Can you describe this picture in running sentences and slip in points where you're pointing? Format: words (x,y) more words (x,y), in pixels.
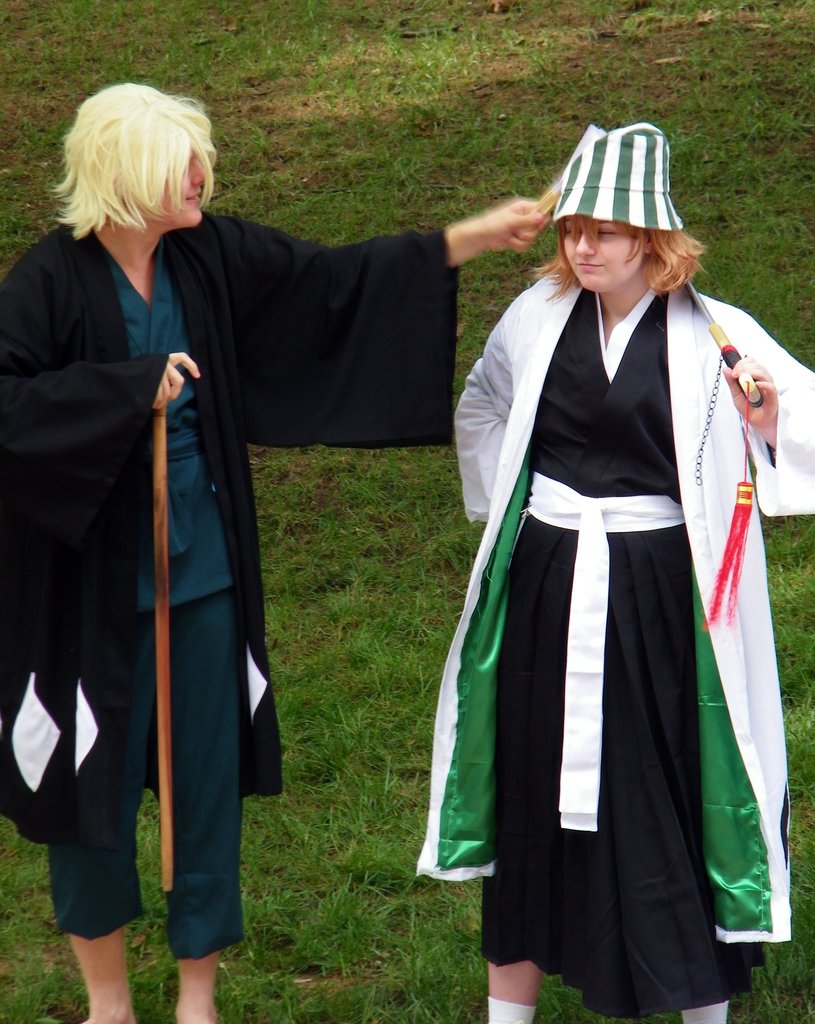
In this picture we can see a person (144,261) holding a stick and standing on the grass (275,947). We can see a woman (530,539) holding an object (739,355) in her hand (770,394) and standing on the grass (269,16). Grass (259,28) is visible throughout the image.
